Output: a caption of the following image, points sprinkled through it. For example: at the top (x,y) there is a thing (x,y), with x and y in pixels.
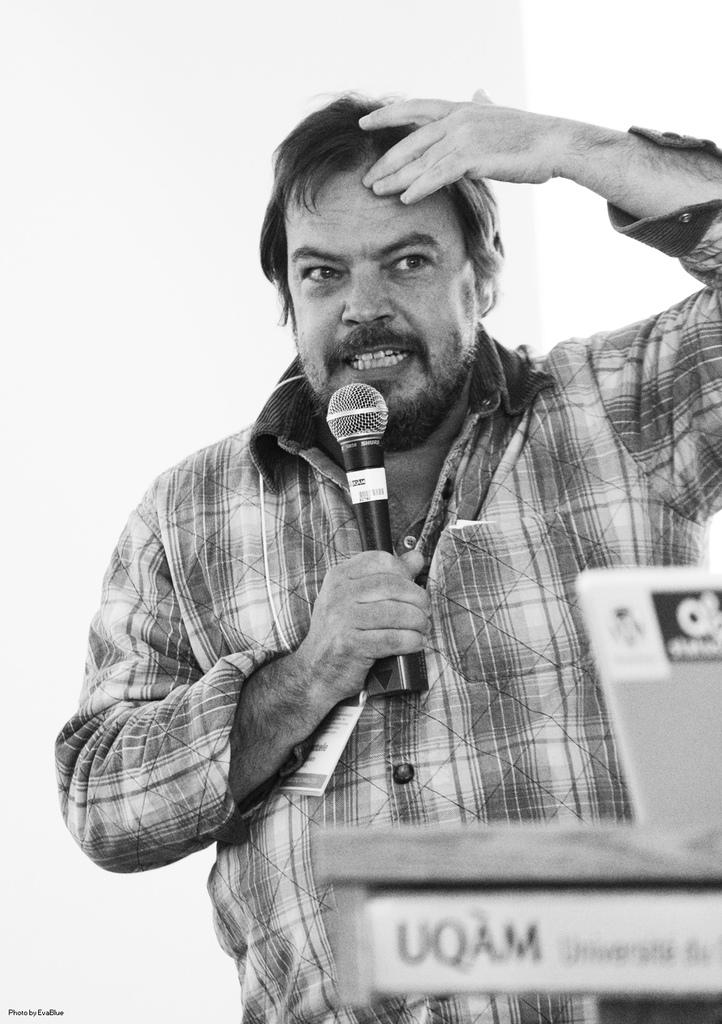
In this Image I see a man (456,156) who is standing and he is holding a mic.
